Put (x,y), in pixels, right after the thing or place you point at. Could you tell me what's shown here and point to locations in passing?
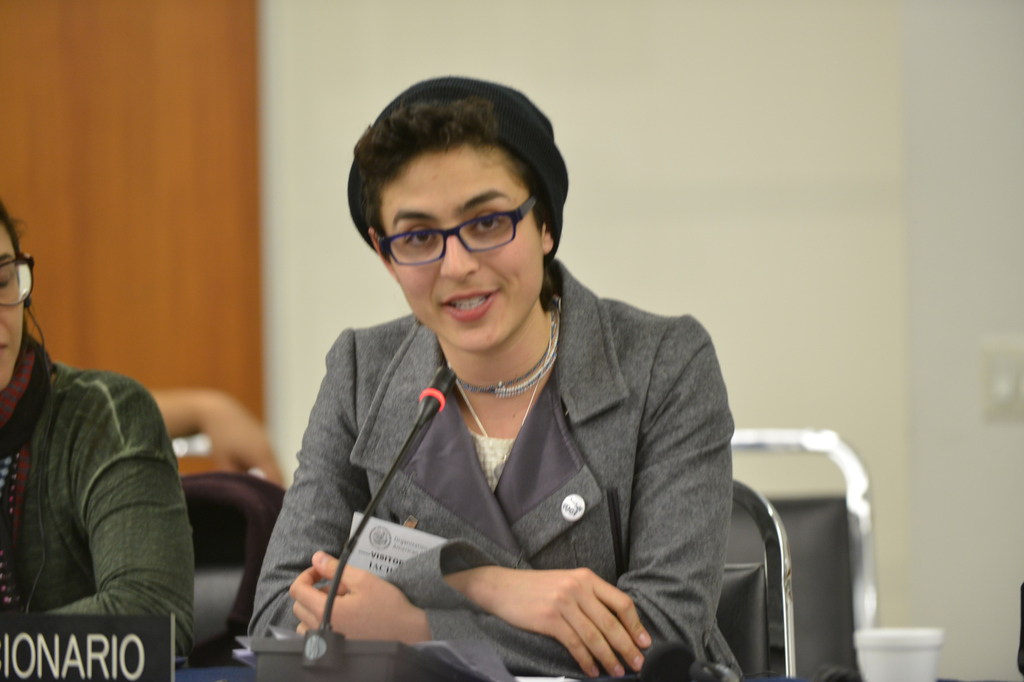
In this image we can see a woman (650,544) sitting and talking and in front of her there is a mic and we can see a board (82,661) with some text (59,660). To the side, we can see a person (87,411) sitting and there are some objects (199,509) in the room (274,146) and we can see the wall (274,146) in the background (274,146).
